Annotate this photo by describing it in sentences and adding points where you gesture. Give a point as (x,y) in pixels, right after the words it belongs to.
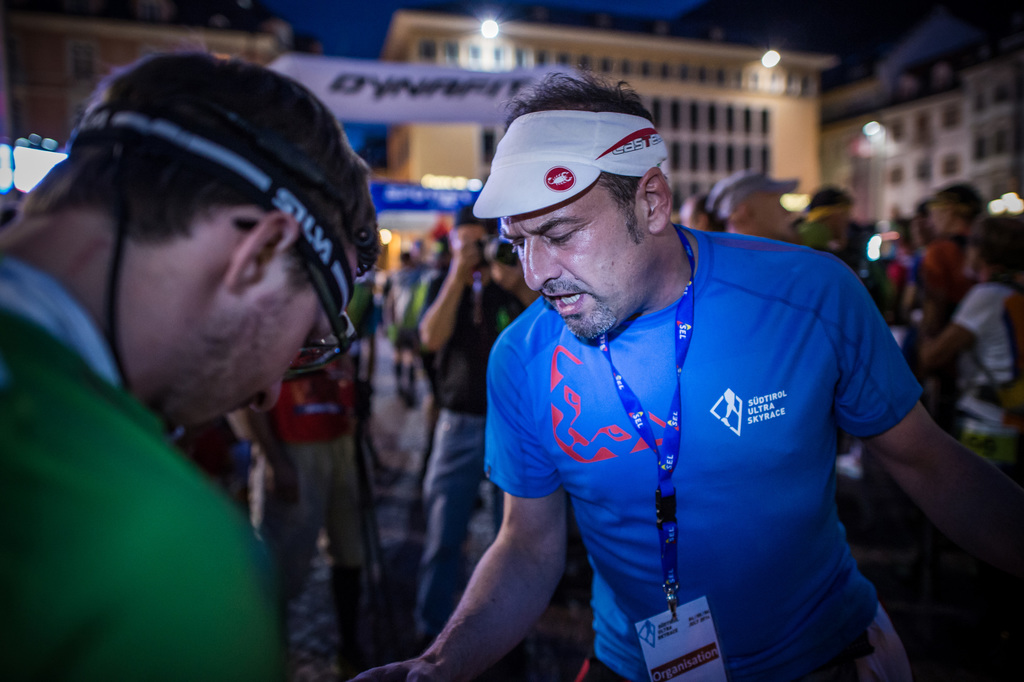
The man (673,314) in front of the picture wearing blue T-shirt (689,412) and blue ID card (678,393) is talking something. In front of him, the man (134,472) in green T-shirt (190,503) is wearing spectacles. Behind him, we see many people (991,309) standing. The man (476,350) in black T-shirt (443,357) is holding a camera (492,232) in his hand (464,243) and he is clicking photos on the camera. In the background (52,75), there are buildings (440,56). We see banners (432,85) in white and blue color with some text (446,199) written on it. This picture might be clicked in the dark.
